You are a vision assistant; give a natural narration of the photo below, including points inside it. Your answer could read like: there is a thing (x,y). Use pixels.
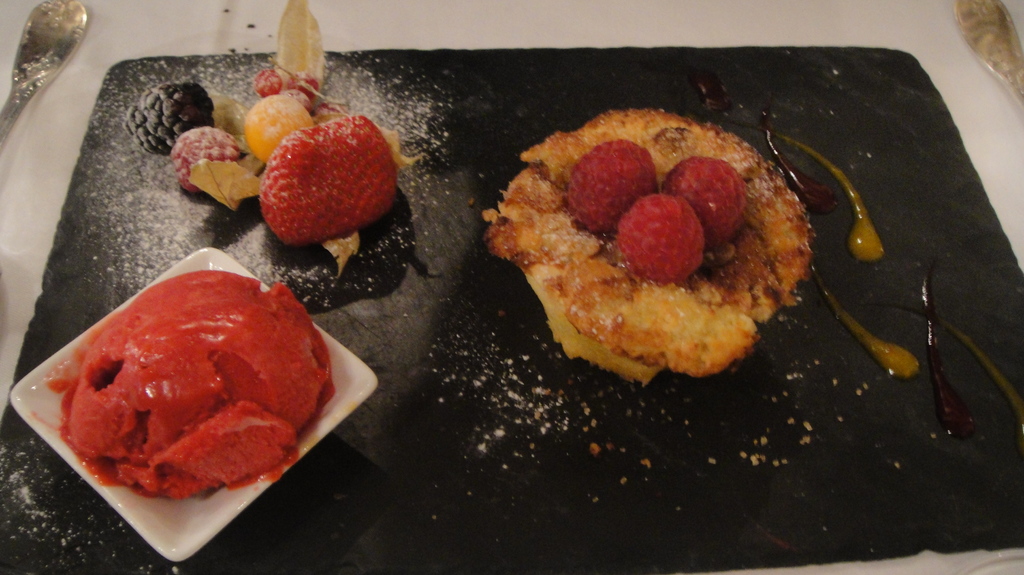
In this picture there are few edible (574,264) and there are two objects (33,33) on either sides of it.
